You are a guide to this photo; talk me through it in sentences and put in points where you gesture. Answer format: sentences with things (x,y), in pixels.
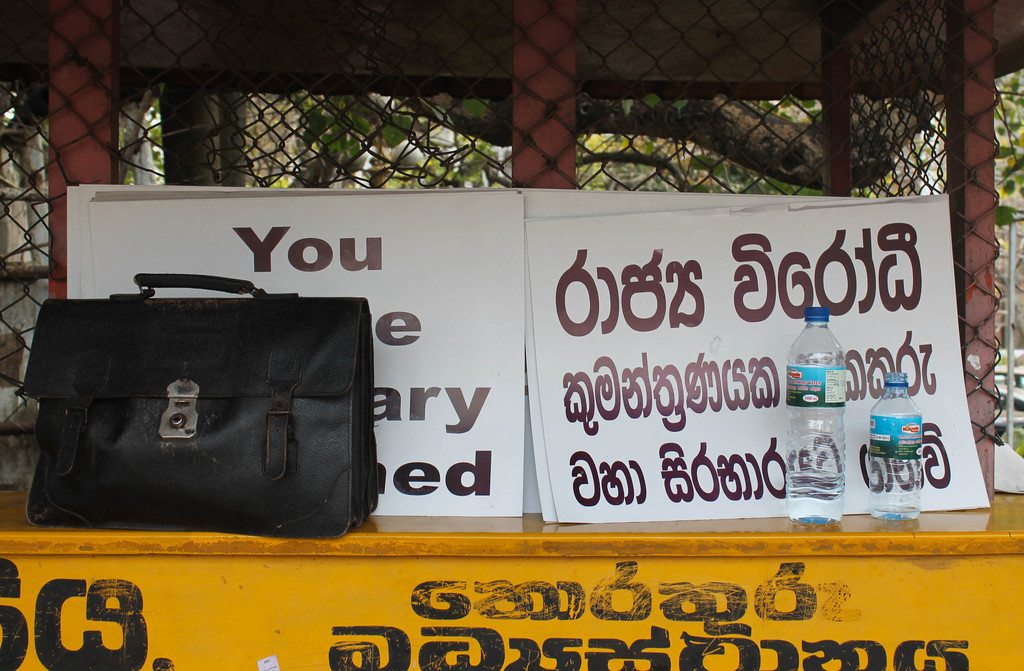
As we can see in the image, there is a fence (524,97), posters (577,336), bottles (889,440) and a black color bag (187,430).
